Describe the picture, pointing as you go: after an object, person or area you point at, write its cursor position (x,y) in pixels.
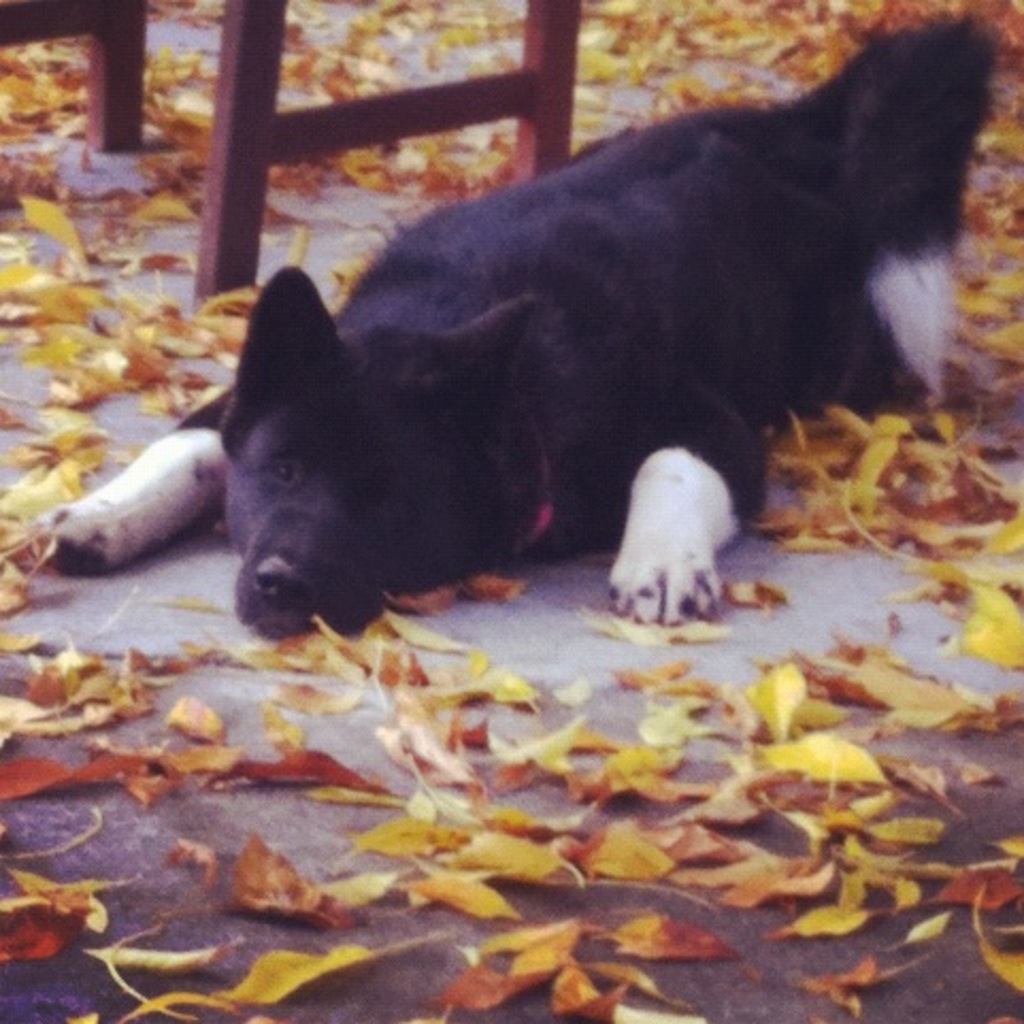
In this image we can see a dog (628,604) lying on the ground (733,610). We can also see some dried leaves (681,788) and the legs (217,177) of a table (225,218).
